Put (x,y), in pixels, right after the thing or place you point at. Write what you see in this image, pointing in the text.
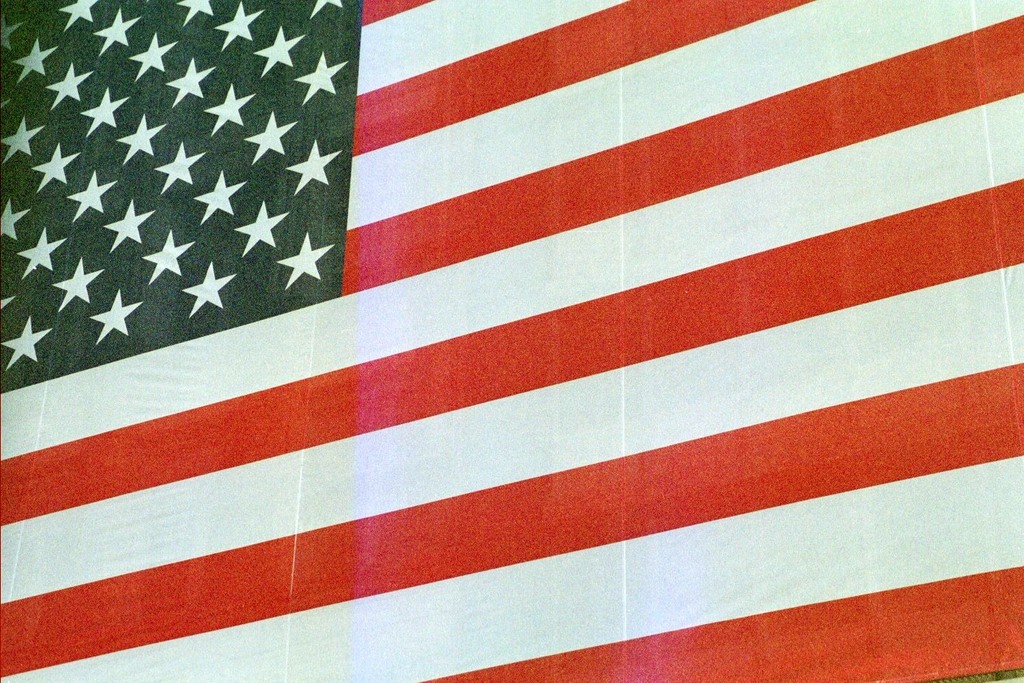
In this picture we can see a flag (575,482).
